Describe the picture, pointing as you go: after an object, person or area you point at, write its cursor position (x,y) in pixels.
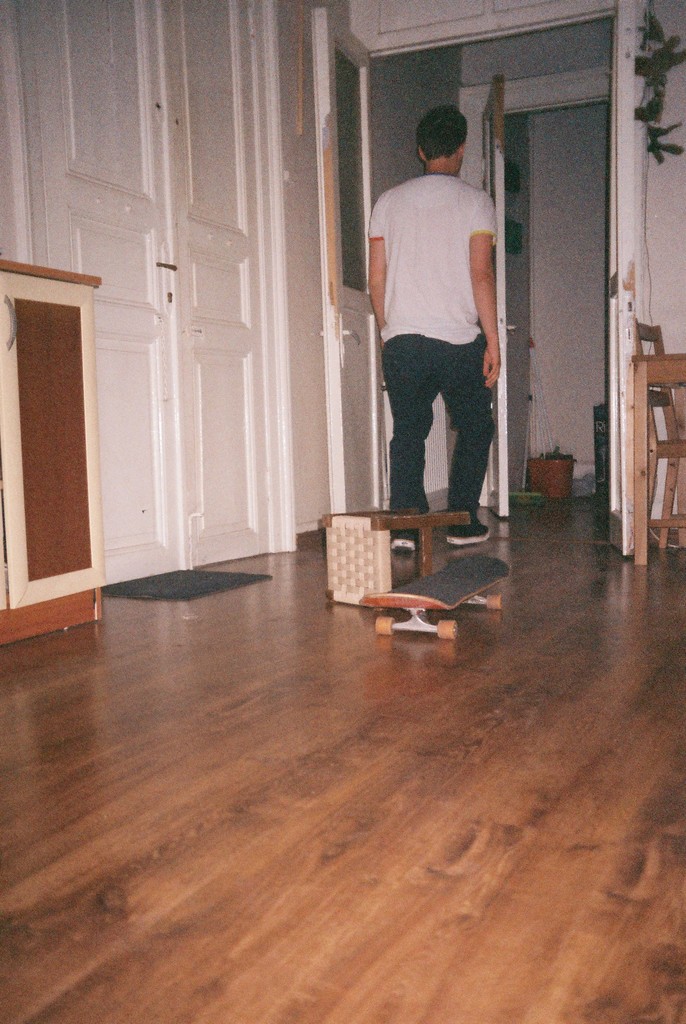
In this image I can see a man (474,336) is standing and here I can see a stool (366,558) and a skateboard (495,563).
